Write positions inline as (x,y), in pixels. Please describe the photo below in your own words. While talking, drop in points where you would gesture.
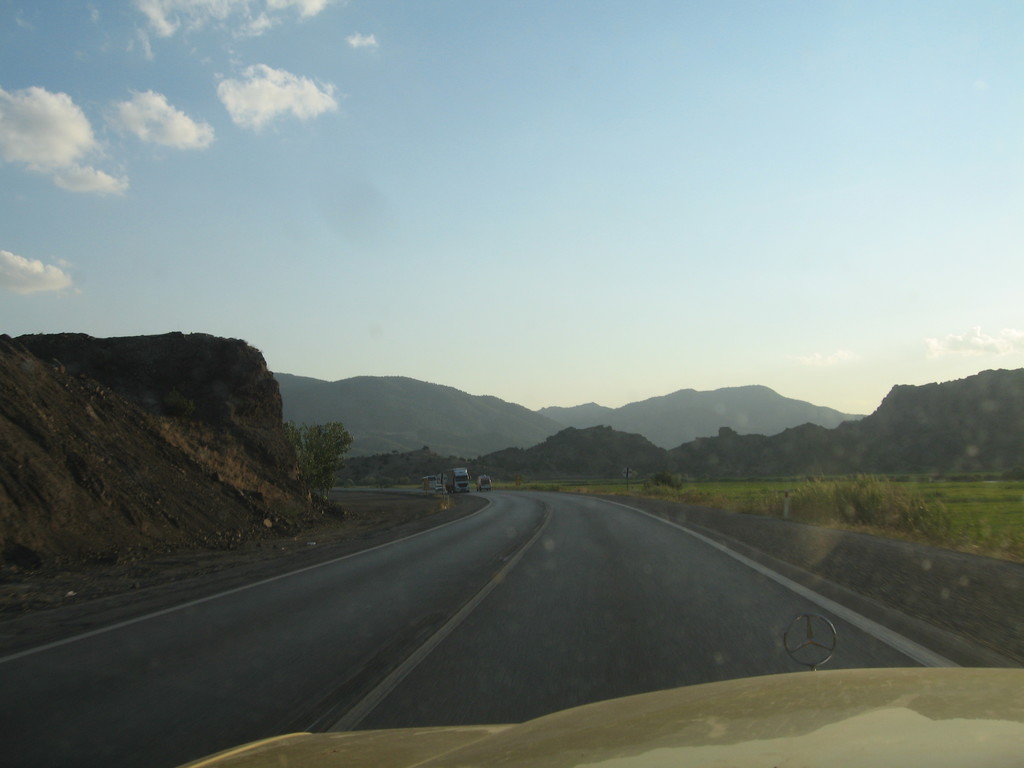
The image is taken from a vehicle (638,723). In the foreground of the picture (481,589) it is road (488,570). On the right (903,474) there are hills (828,447), fields (971,504) and soil (904,550). on the left (168,459) it is hill (283,447). In the middle of the picture (518,441) there are trees (313,431) and hills (431,397). At the top (419,173) it is sky (723,223).
